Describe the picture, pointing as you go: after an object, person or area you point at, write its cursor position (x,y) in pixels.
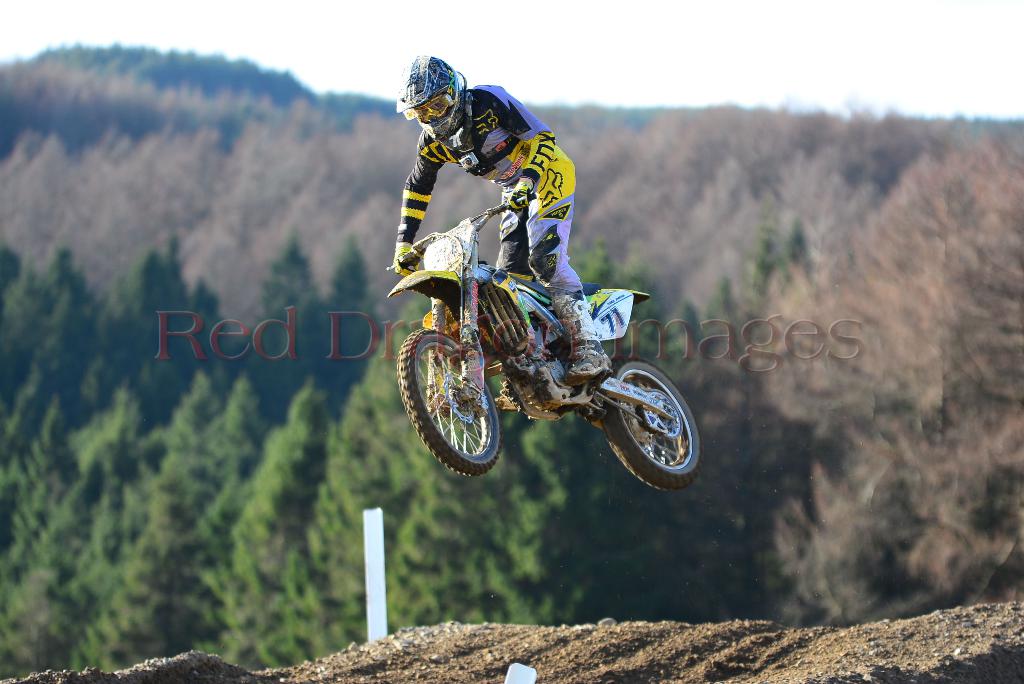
In this image there is a person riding the bike (508,410) in the air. At the bottom of the image (691,640) there is sand (809,662). There are poles (369,555). In the background of the image (393,520) there are trees (743,232). At the top of the image (795,53) there is sky (729,58). There is some text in the center of the image (631,352).
